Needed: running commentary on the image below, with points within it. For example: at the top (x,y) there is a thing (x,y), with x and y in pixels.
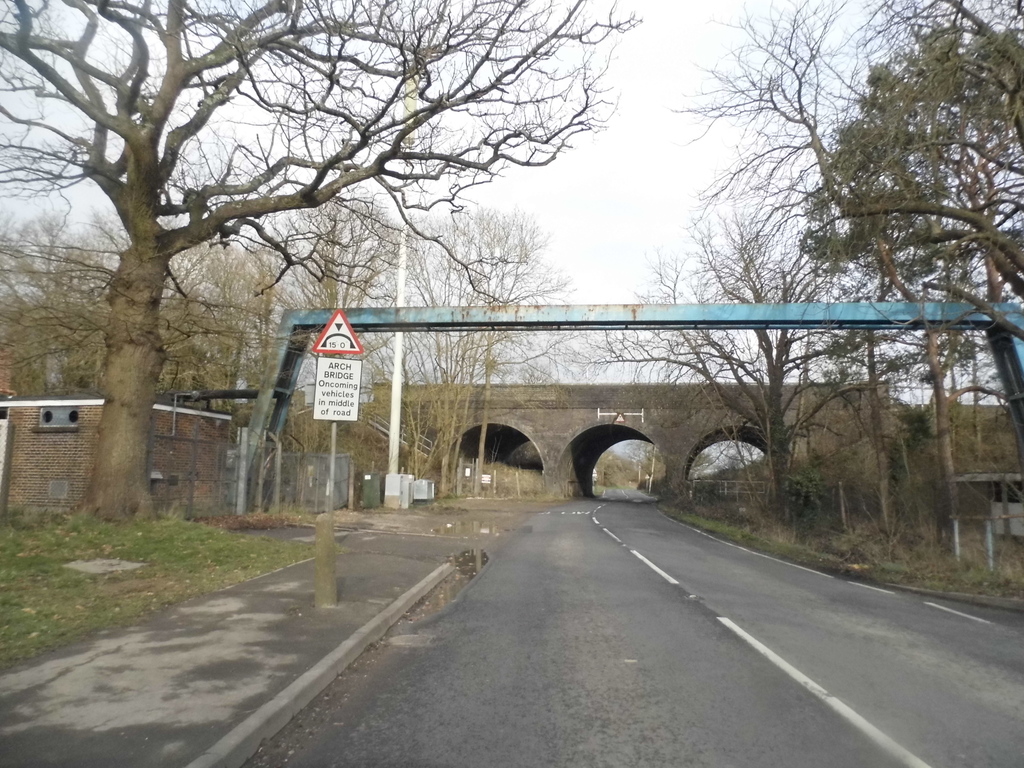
In this image there is a empty road (978,749) with bridge (561,440), beside that there are so many trees (313,413) and there is a pole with board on it.
